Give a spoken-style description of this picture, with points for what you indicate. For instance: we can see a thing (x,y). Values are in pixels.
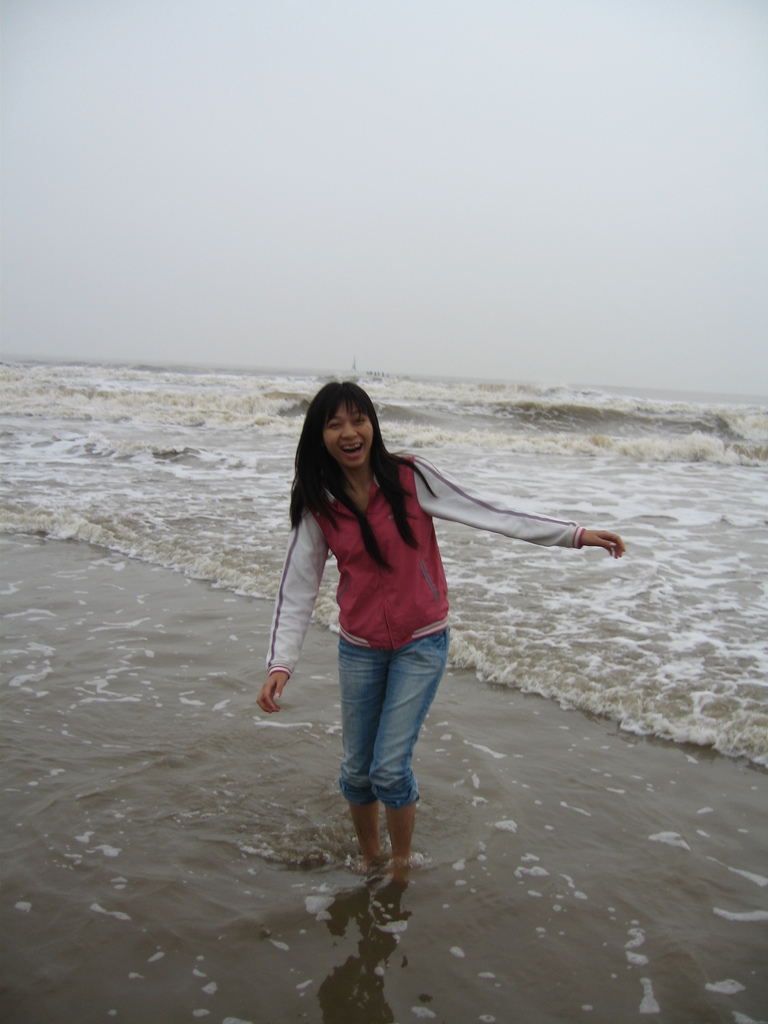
The woman (360,579) in the middle of the picture (422,552) wearing a pink and white jacket (384,610) is standing in the water (564,881) and this water (467,466) might be in the sea (638,802). She is smiling. At the top of the picture (305,155), we see the sky (364,263).
